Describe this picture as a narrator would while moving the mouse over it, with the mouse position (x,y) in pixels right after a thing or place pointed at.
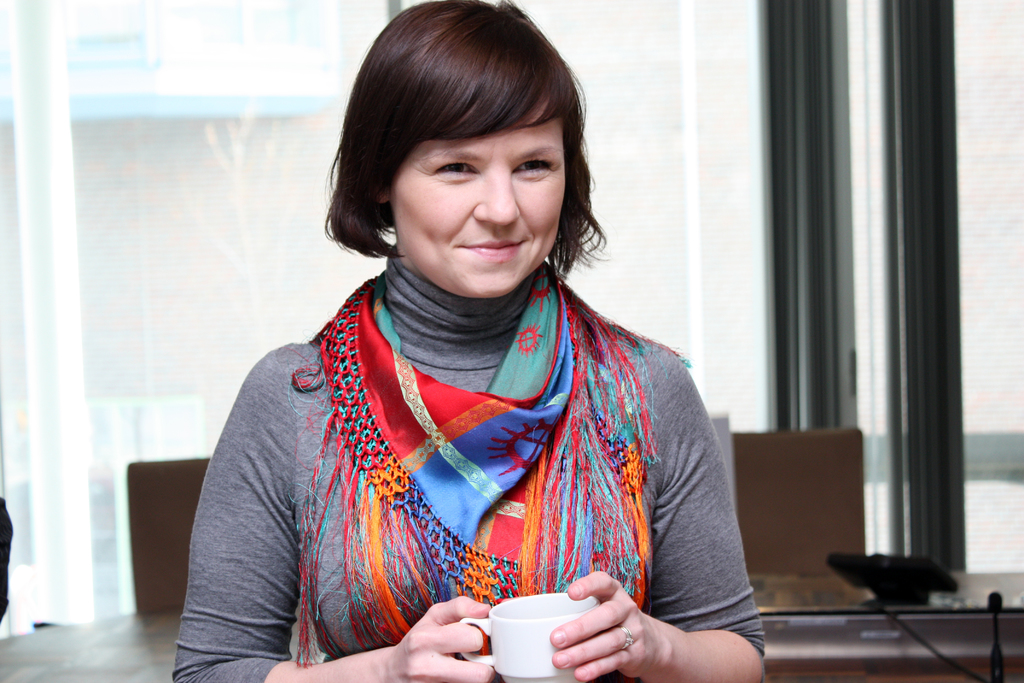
In this image I can see a person (487,277) smiling and holding the cup (535,610). At the back of her there is a table (796,603) and something else is there. In the background (663,42) there is a glass (103,299).
